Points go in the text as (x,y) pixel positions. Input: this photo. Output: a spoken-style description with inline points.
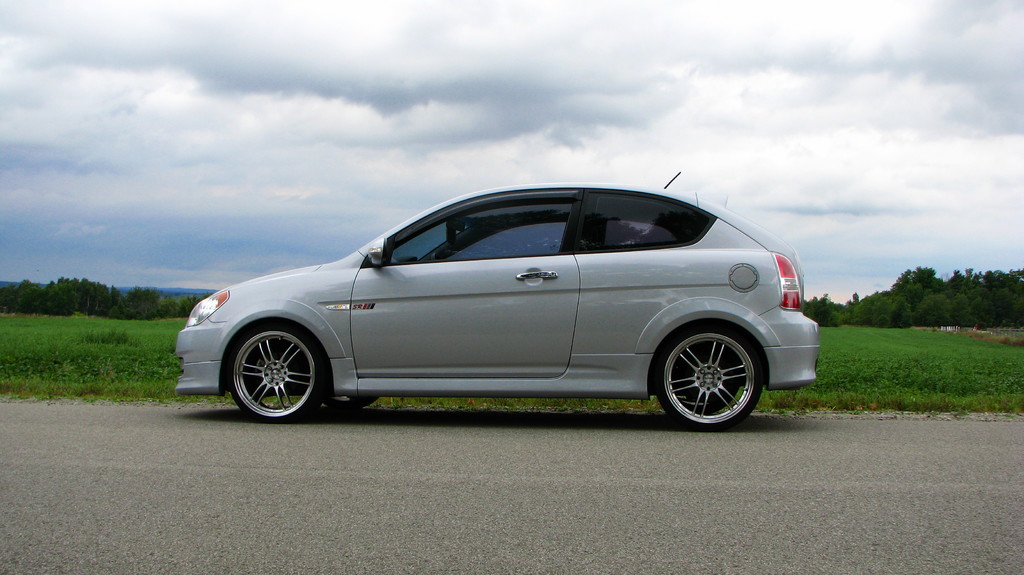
In this picture, there is a car (510,330) on the road (522,494). The car (556,345) is in grey in color. In the background (942,284), there is grass (1002,367), trees (65,284) and a sky (611,73) with clouds (611,97).
